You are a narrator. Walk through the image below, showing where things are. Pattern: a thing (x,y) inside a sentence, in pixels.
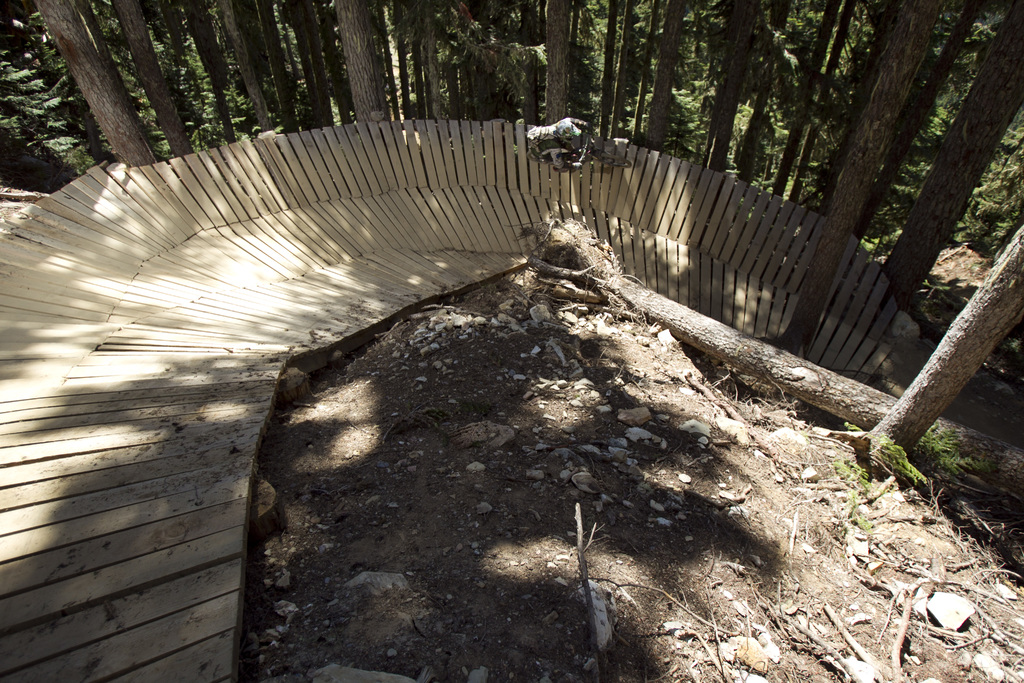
Here we can see a person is riding bicycle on a wooden platform (453,190). In the background (500,80) there are trees (95,15) and here we can see small stones (632,414) on the ground (652,593).
